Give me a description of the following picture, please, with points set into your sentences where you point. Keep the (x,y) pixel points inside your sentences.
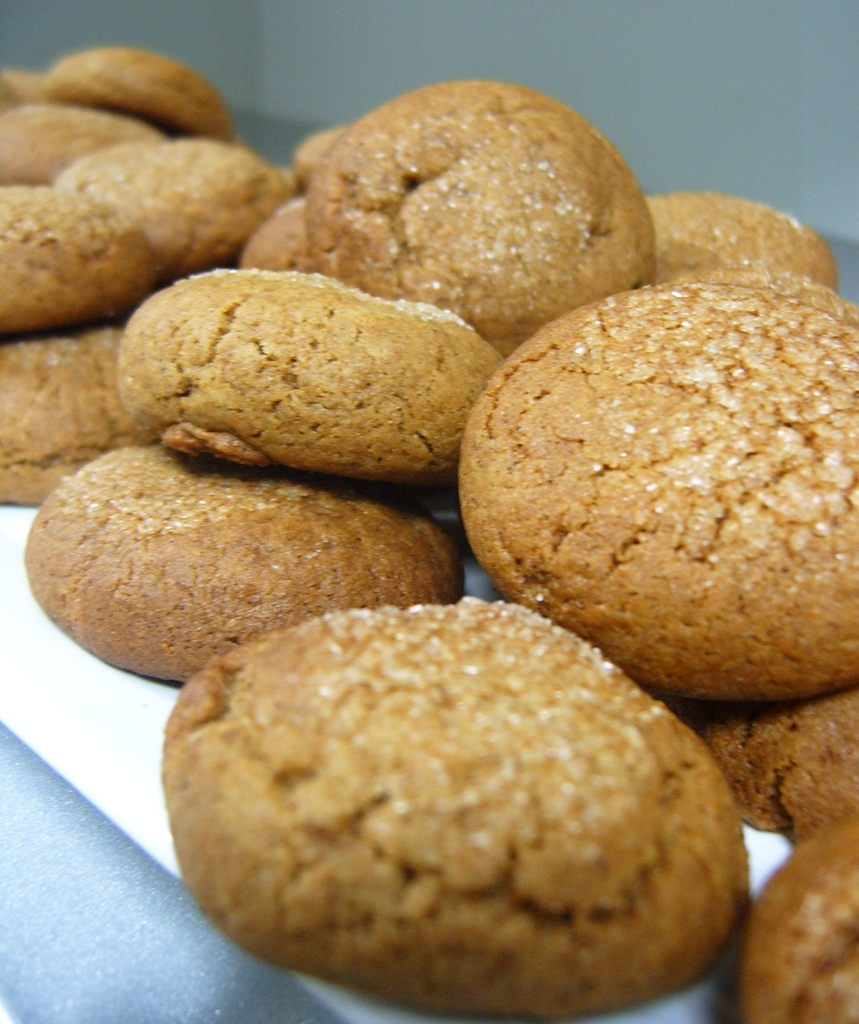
In this picture we can see food (398,357) and blurry background (569,47).
